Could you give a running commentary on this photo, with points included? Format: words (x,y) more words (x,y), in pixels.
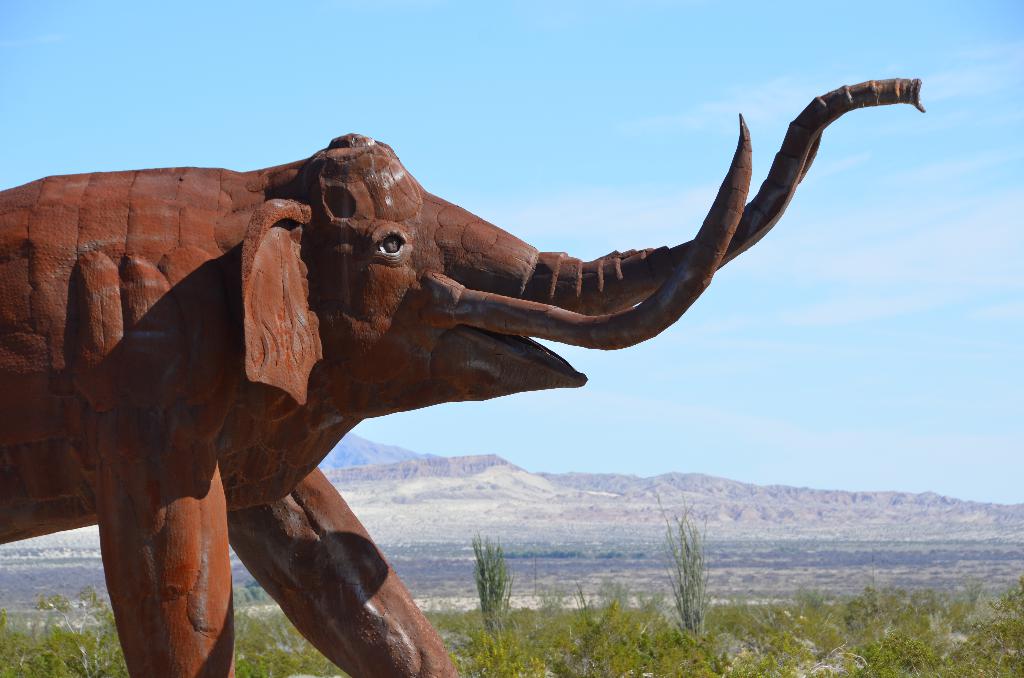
In this picture I can see a sculpture of an elephant (274,268), there are plants (879,664), trees (531,555), there are hills (483,493), and in the background (802,189) there is the sky (960,280).
